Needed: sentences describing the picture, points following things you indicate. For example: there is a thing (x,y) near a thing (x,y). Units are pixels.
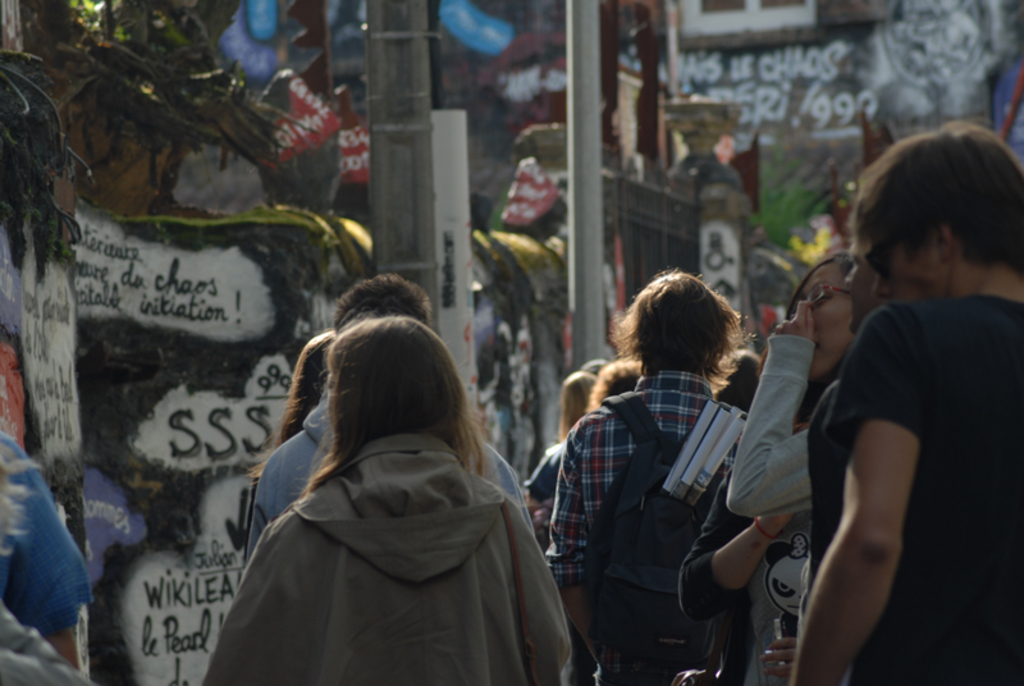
In this image I can see the group of people (563,531) with different color dresses (565,446). I can see one person (600,483) wearing the bag (646,535). To the left (175,283) I can see the poles (435,274) and the wall paintings (248,264). I can also see the tree (185,80) to the left (138,103).
